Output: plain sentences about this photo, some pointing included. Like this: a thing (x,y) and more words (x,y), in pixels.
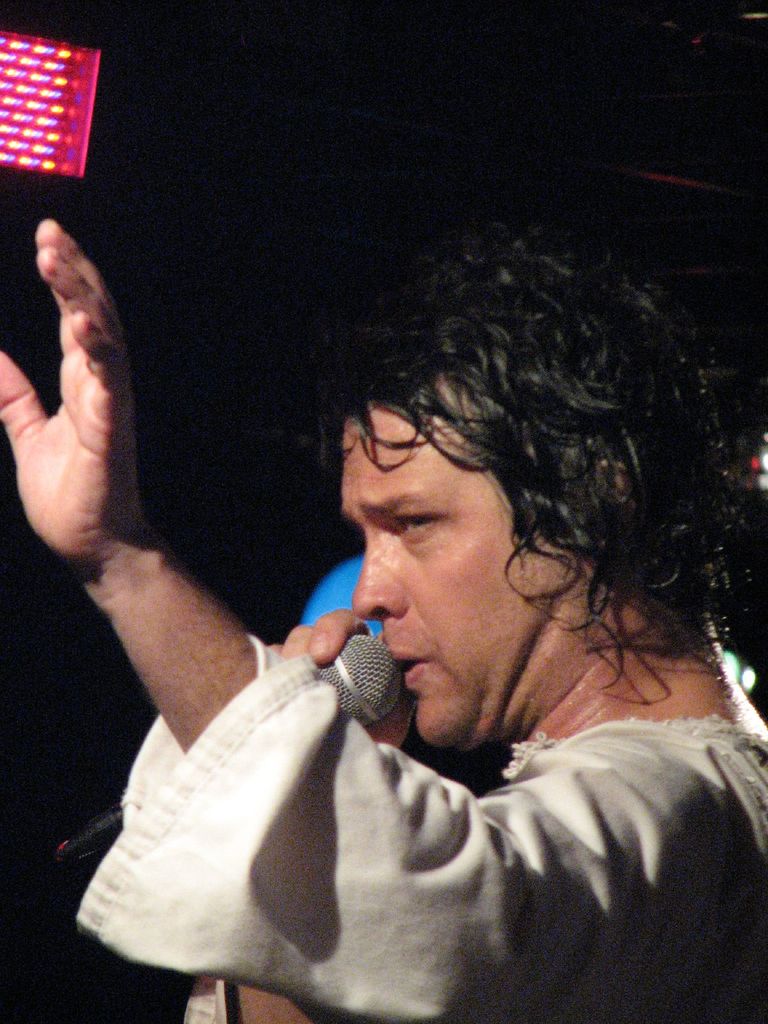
In this picture we can see a man (290,739) holding a microphone (367,683), on the left side (60,156) there is a light (38,87), we can see a dark background (617,91).
